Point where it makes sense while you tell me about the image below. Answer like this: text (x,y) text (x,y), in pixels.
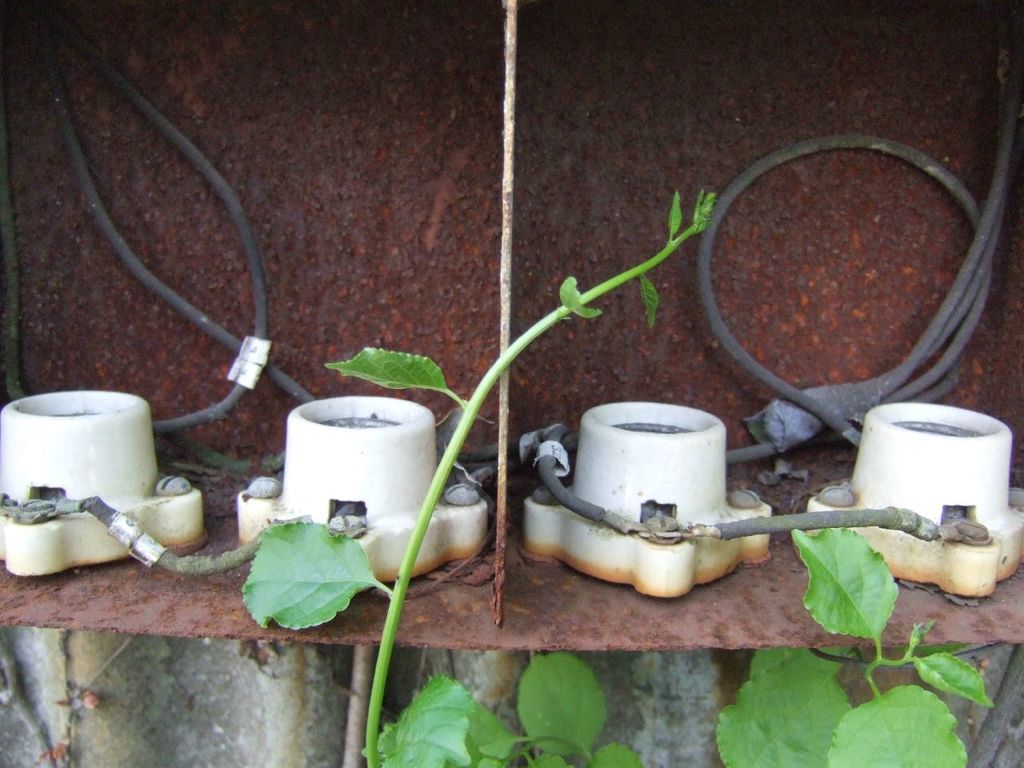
In this image in the center (557,267) there is one box (214,494), and in the box (597,252) there are some objects (927,451) and wires (738,192). At the bottom of the image (763,739) there are some leaves (458,746), and in the background (367,703) there is some object (671,714).
